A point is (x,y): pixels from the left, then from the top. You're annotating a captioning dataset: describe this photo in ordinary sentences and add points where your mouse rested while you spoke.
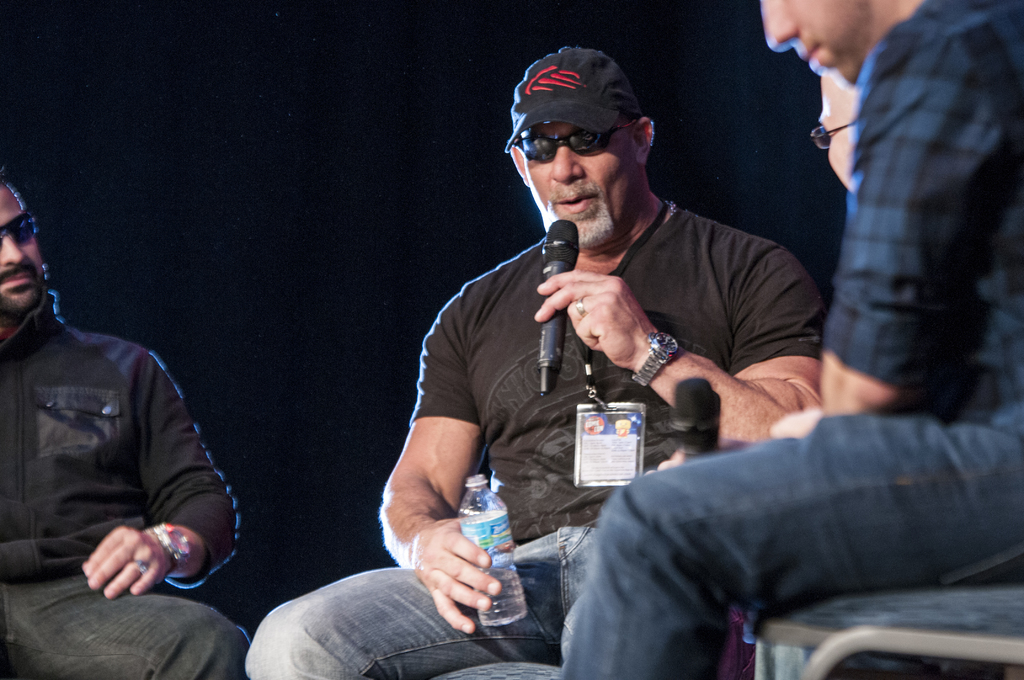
This is a picture of four people (49,385), two among them are wearing black color shirts (494,412) and have watches (651,369) on their wrist (666,370), shades (555,150) and one of them is having a bottle (507,562) in his right hand (454,560), a hat (603,115) and holding a mike (549,385) in his left hand (548,281) and has a id card (580,476).
